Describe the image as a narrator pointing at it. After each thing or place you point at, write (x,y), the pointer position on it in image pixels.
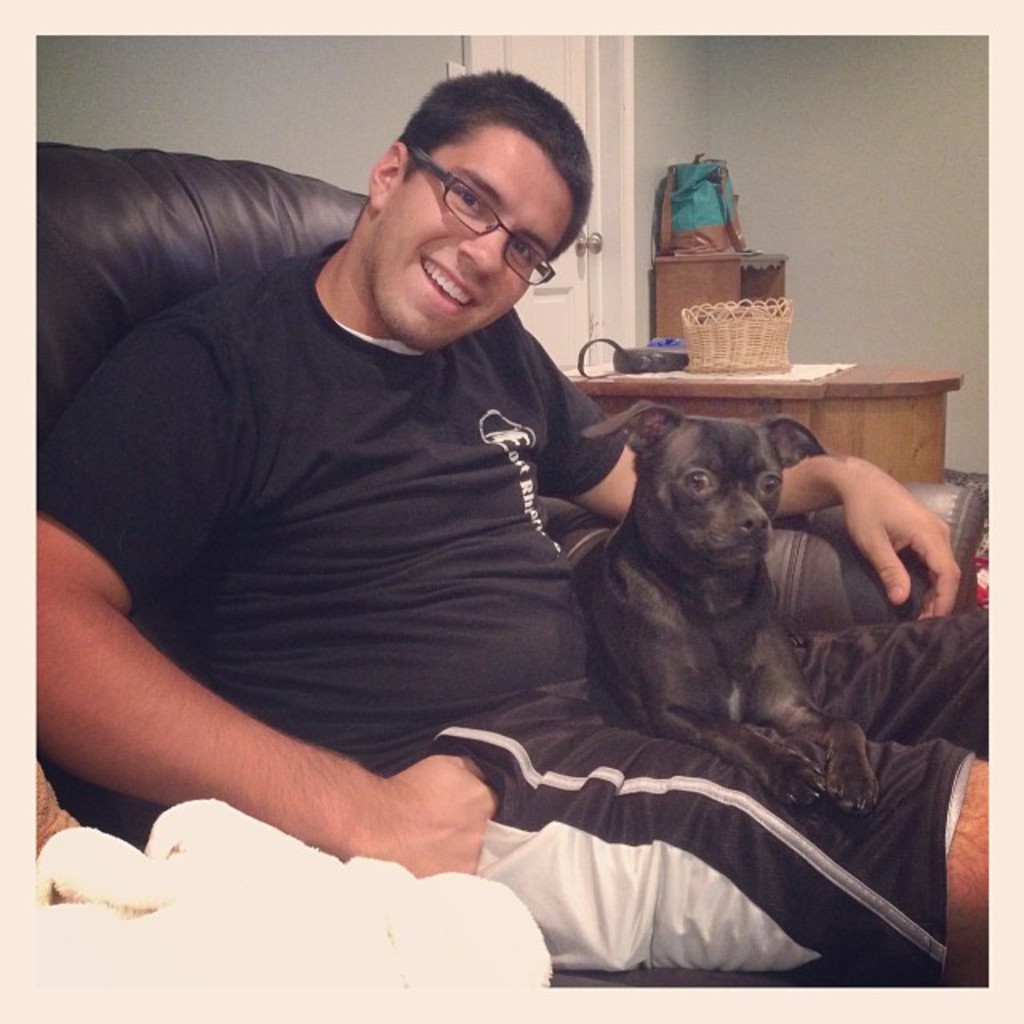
In the image we can see there is a man (582,715) sitting on the sofa (607,974) and there is a dog (681,591) sitting on the lap (769,925) of the man (700,780). There is a basket (759,317) kept on the table (906,385) and there is a white colour cloth (715,382).
